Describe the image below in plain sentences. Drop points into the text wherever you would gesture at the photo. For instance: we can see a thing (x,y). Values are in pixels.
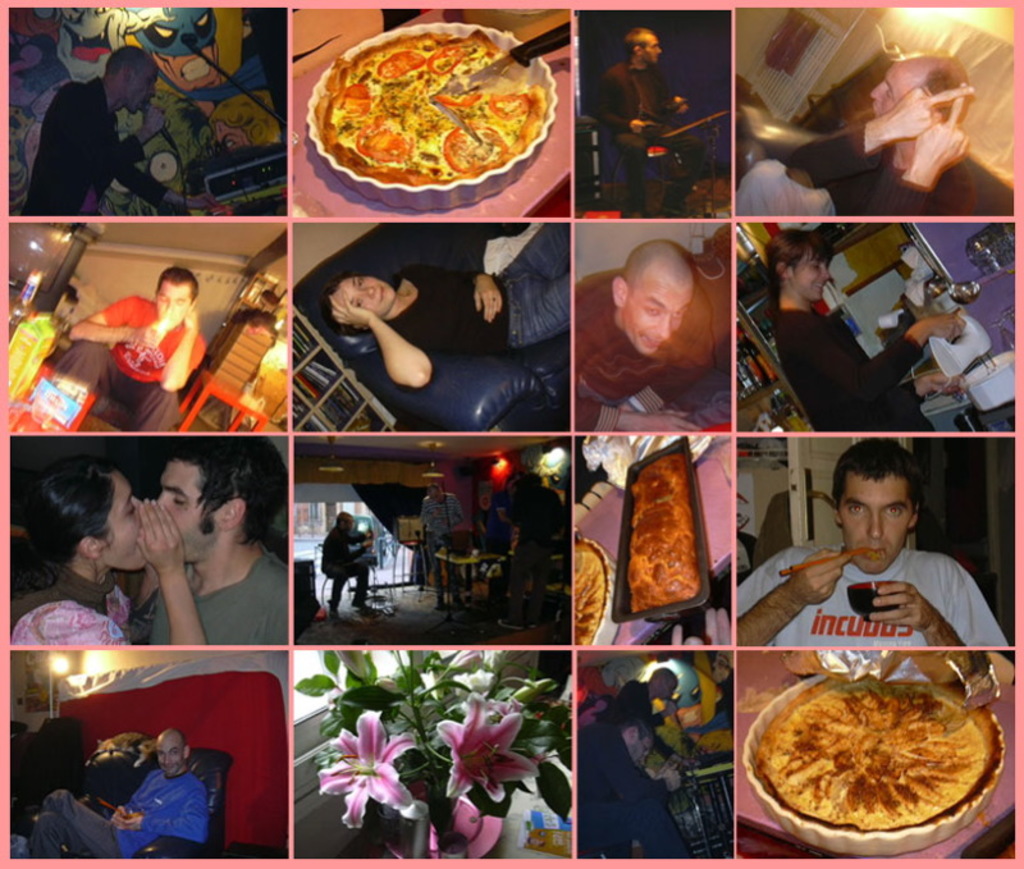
In this image we can see collage images of persons (278,632) and food (351,59).
